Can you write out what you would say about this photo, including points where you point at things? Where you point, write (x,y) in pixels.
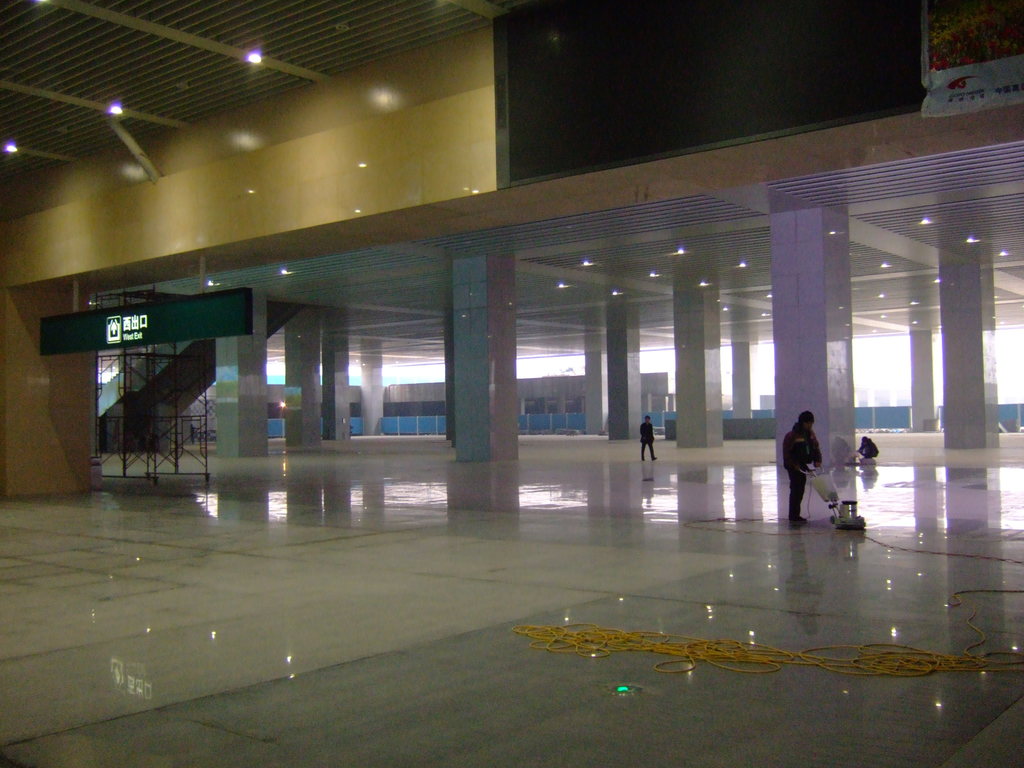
In this picture we can see three people (809,416) on the floor (536,554), ropes (782,662), pillars (612,430), rods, name board (53,348), banner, lights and some objects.
